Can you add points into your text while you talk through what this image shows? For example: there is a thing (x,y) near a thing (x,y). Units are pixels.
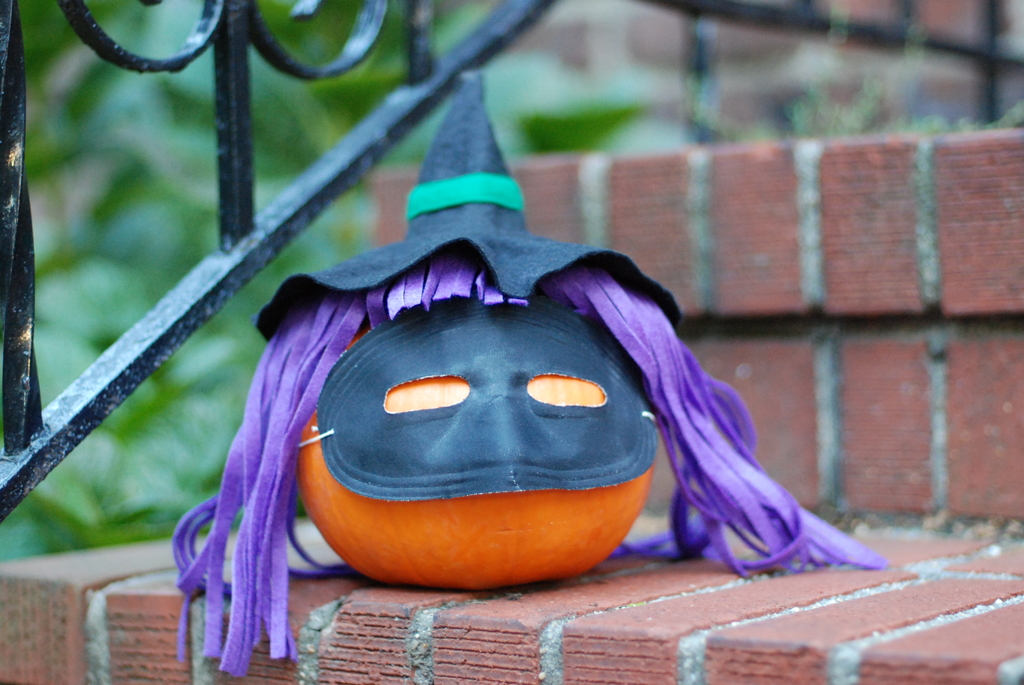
In this image, we can see an orange color pumpkin (540,537), there is a black color iron grill (228,145).
